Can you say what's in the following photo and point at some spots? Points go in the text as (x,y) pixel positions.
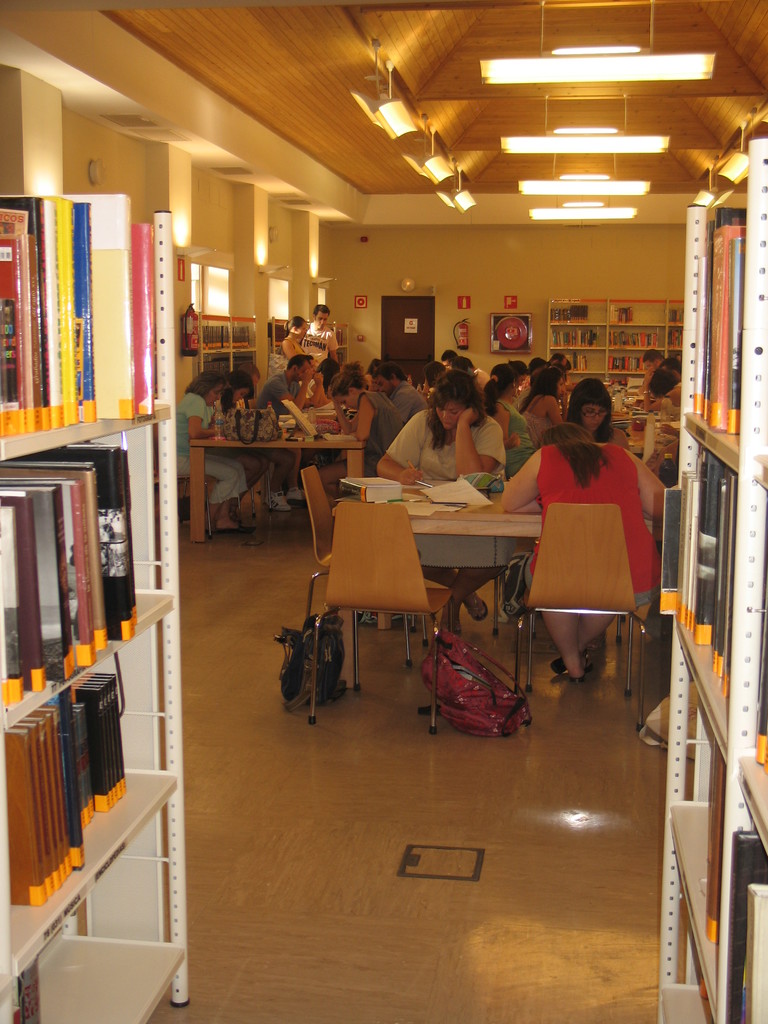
In this picture, In the middle (424,527) there is a table (463,526) which is in yellow color, There are some people (447,570) sitting on the chairs (410,542) which are in yellow color, There are some racks (130,727) which are in white color there are some books (87,618) kept in the racks (52,448), In the background (256,228) there is a beige color wall (453,253), There is a brown color roof (322,113).
